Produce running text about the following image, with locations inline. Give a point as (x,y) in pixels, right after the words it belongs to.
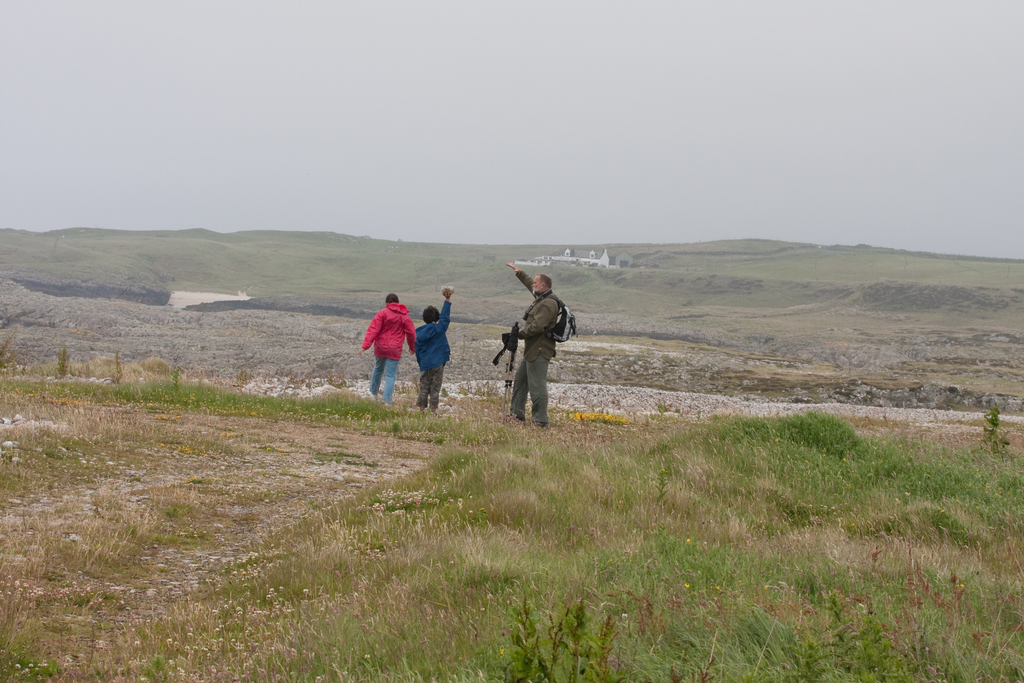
Here we can see three persons (543,300) on the ground (509,519). This is grass (667,588) and there are plants (893,613). In the background (174,112) we can see sky (510,130).
